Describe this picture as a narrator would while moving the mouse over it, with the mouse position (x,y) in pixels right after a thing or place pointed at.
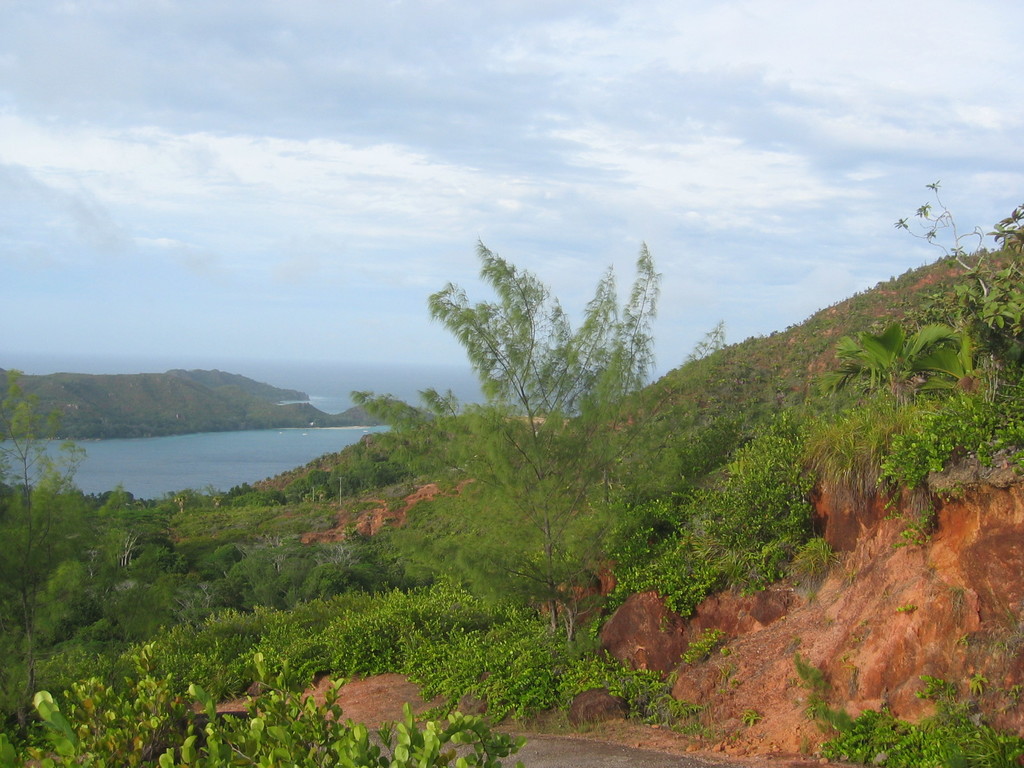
The picture is taken over a hill (991,532). In the foreground of the picture (673,518) there are trees (29,600), plant (377,646) and rocks (941,564). In the center of the picture (432,440) there are water body (302,383) and hill (77,384). Sky (398,225) is cloudy.
